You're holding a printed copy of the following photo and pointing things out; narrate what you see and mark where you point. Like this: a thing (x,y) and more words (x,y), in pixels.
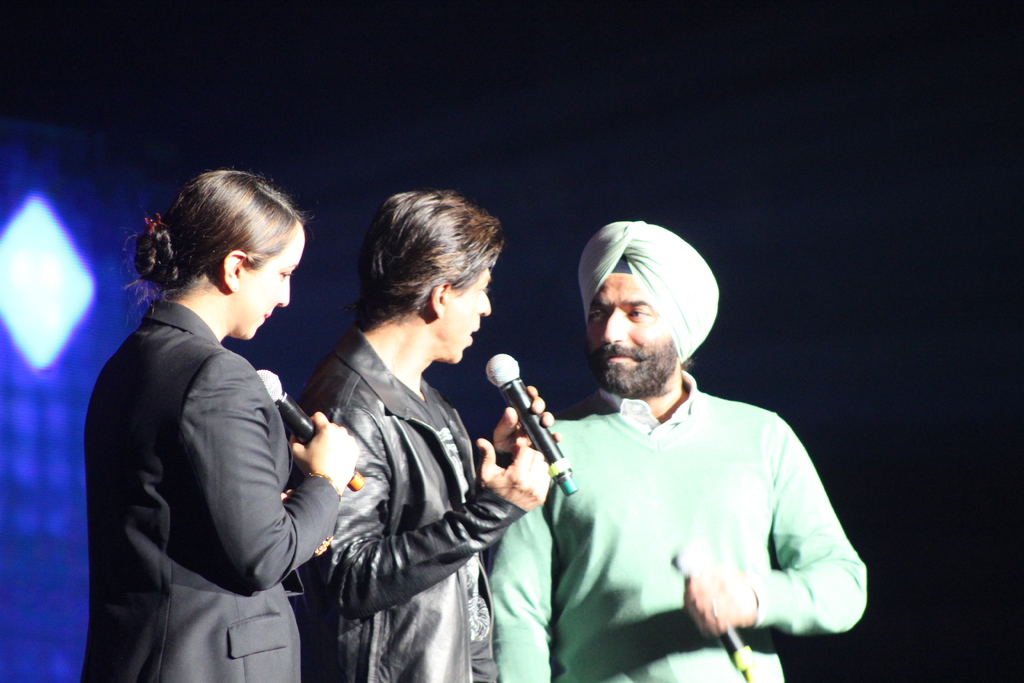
In this picture there are three people (277,280) who are standing and holding a mic (681,563) in their hand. There is a light (55,290) at the background (30,277).
